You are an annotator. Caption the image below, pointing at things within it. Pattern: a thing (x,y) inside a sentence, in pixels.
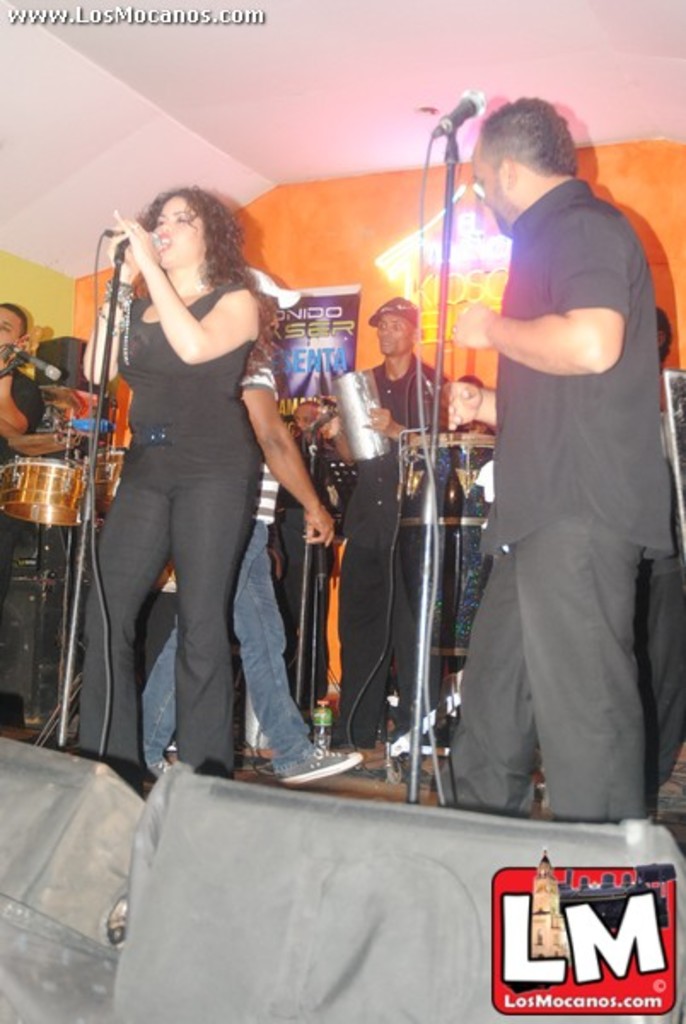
There is a woman (178,667) and man (557,649) singing on a microphone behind them there are so many people (17,524) playing music instruments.
